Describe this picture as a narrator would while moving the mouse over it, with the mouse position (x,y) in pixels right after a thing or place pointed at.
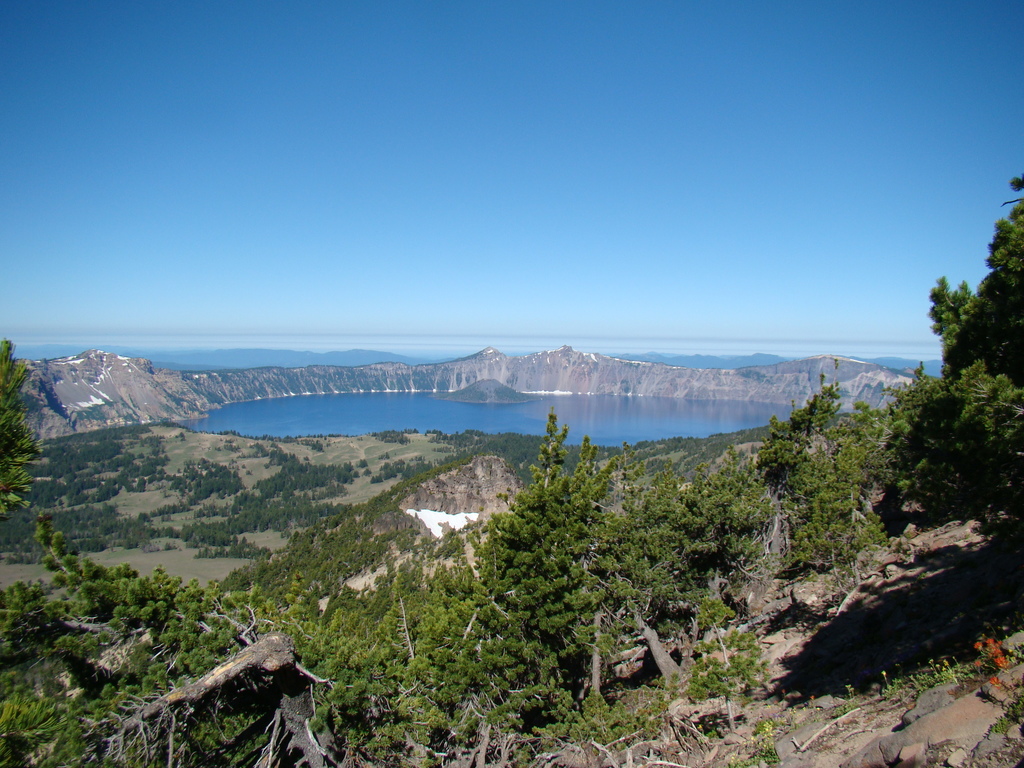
In this image we can see water (509,414), mountains (53,373), trees (665,517). At the top of the image (446,151) there is sky (447,213).
